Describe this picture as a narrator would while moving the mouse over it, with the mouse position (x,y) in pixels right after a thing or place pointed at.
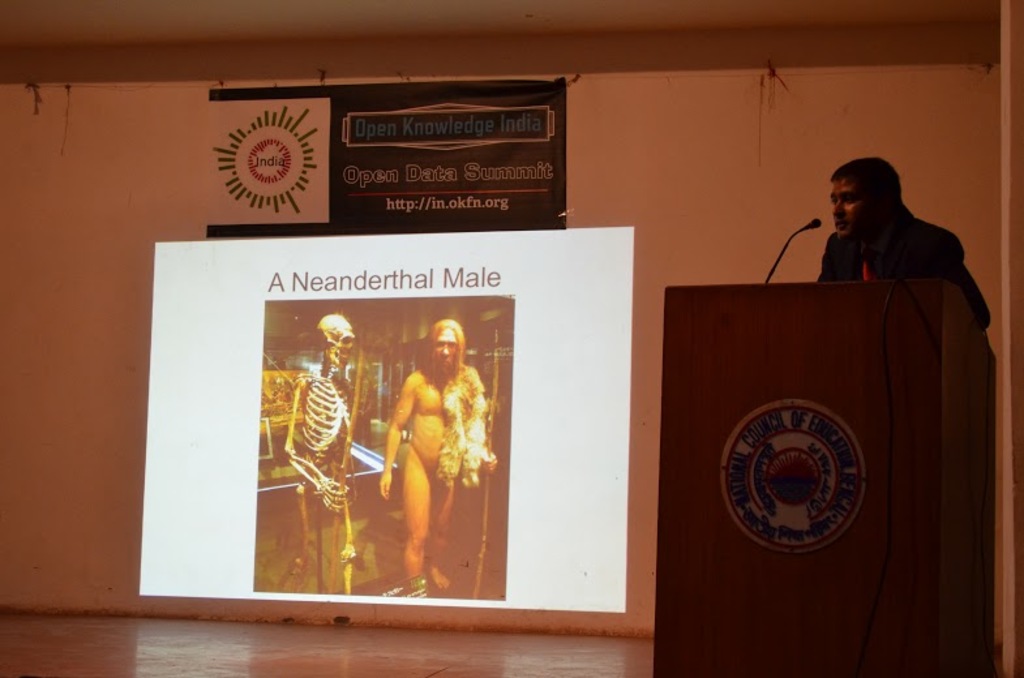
In this image we can see a man (838,194) is standing near the podium (814,327), there is a microphone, there is a projector screen (513,239), there is a skeleton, beside there a man (405,381) is standing, there is a banner (456,173), there is a wall (693,142).
